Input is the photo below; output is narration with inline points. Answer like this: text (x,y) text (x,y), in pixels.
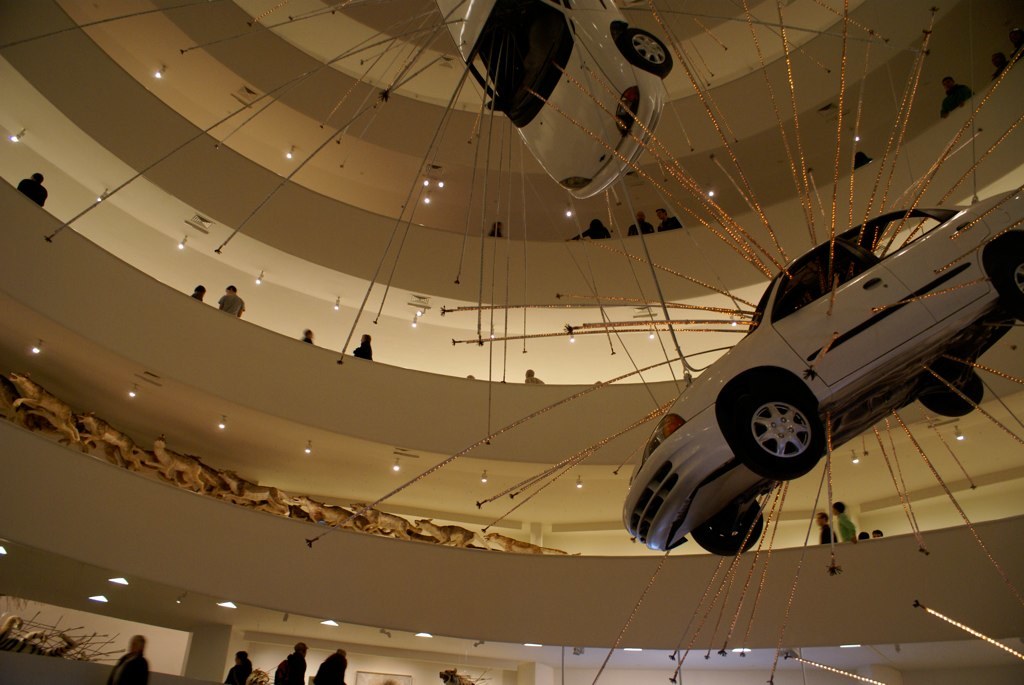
Here we can see two cars (880,360) and there are few persons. This is a building (300,301) and there are lights (895,133).
